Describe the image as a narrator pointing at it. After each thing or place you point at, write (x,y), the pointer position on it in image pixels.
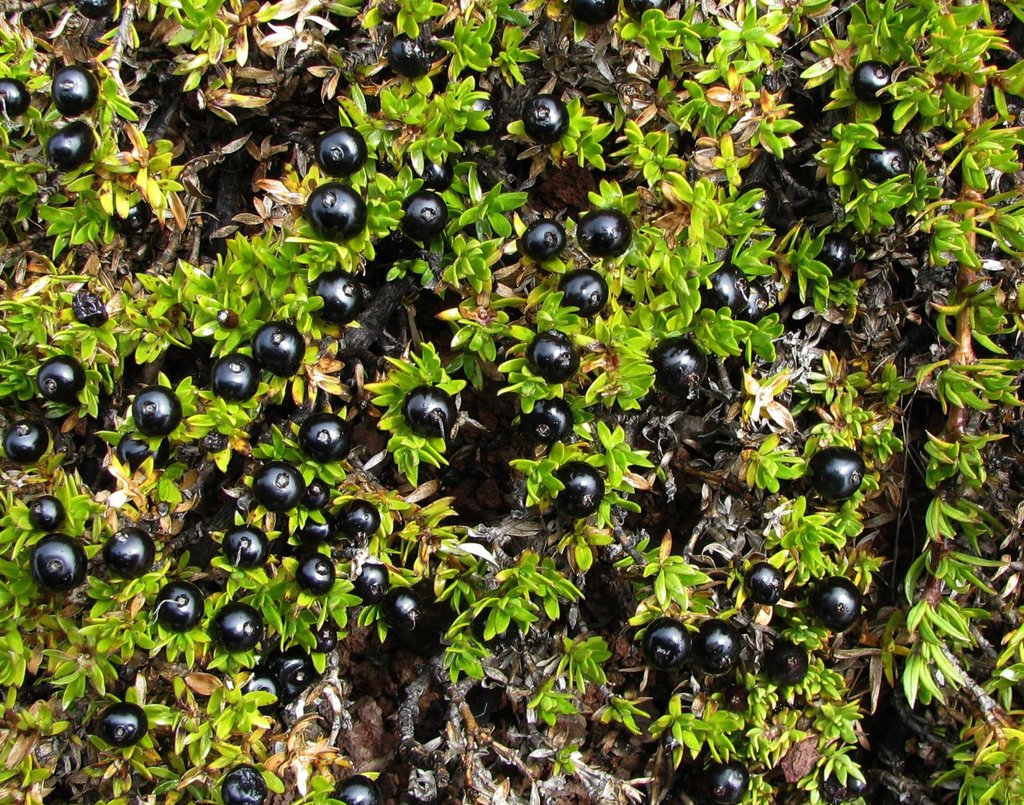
It seems like there are berries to the plant (583,358).
